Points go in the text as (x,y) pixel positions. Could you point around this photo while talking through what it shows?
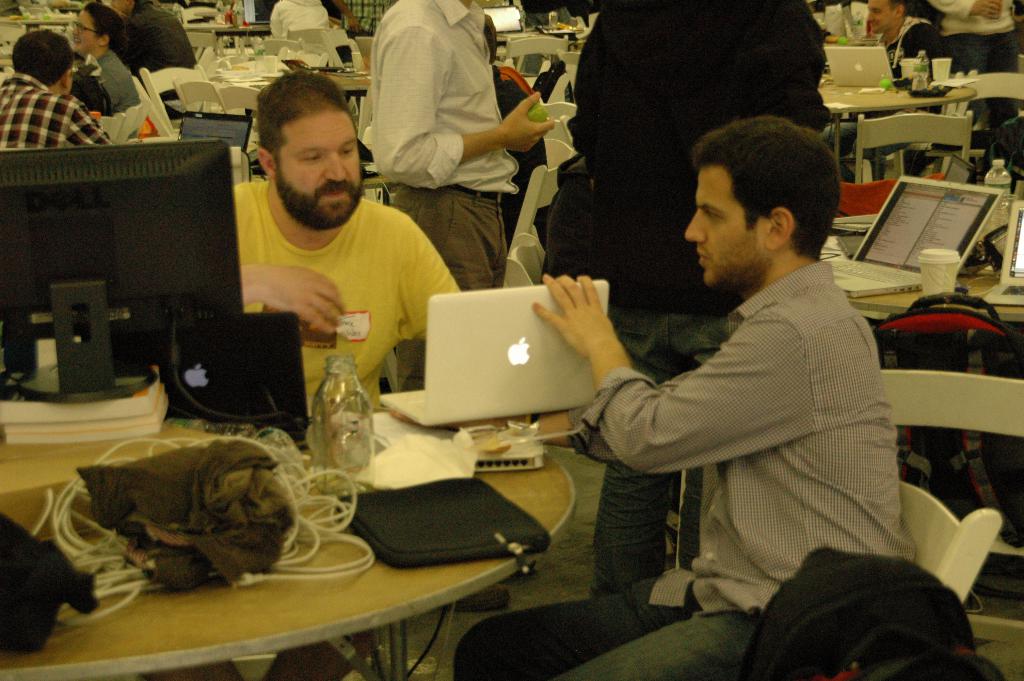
In this image I see number of people (712,44) in which most of them are sitting on chairs (205,40) and few of them are standing. I can also see there are tables (111,658) in front of them and there are many things (559,357) on it.
